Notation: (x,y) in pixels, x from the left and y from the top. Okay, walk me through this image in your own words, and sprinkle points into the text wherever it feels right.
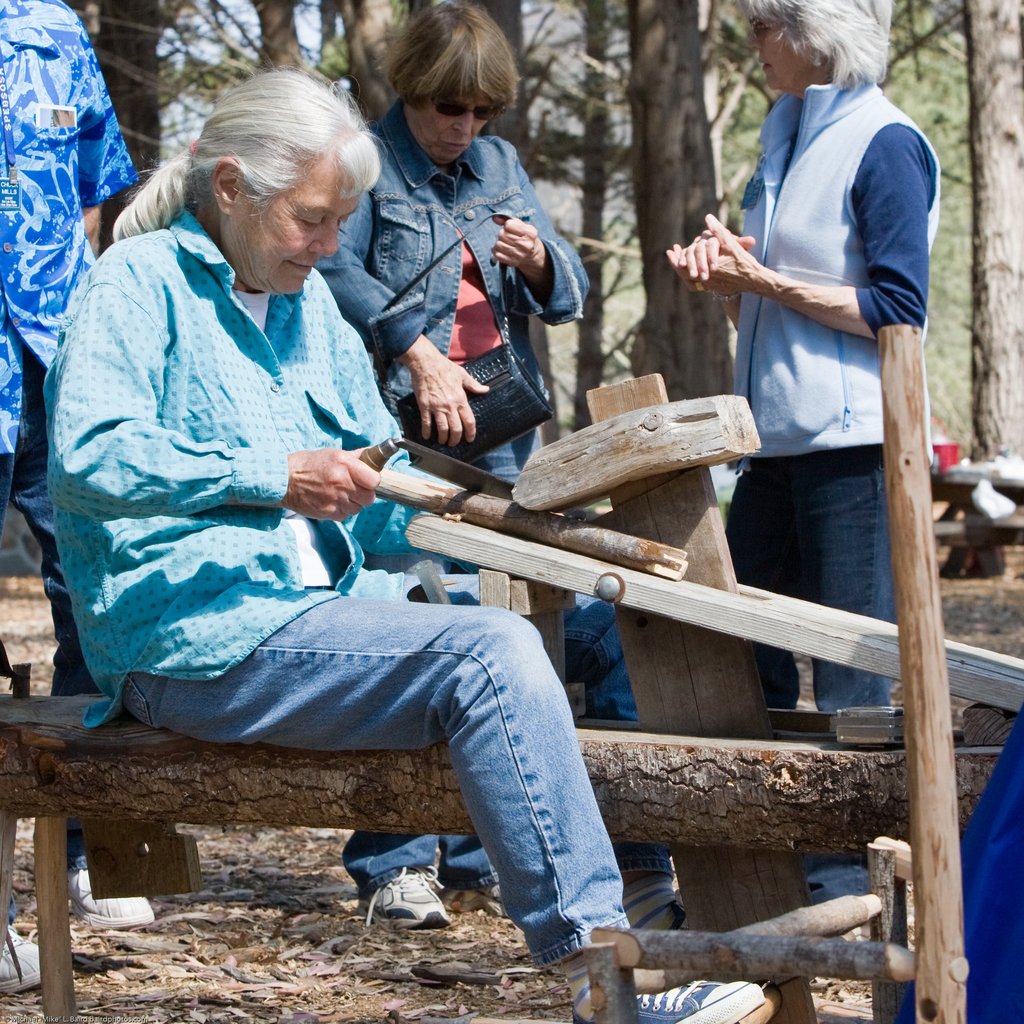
In this image there is an old woman (226,448) sitting on a trunk of wood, holding a drawknife (384,458) is shaving a piece of wood (571,536), behind the woman (393,469) there are three other people (381,216) standing, behind them there are trees (553,131).
